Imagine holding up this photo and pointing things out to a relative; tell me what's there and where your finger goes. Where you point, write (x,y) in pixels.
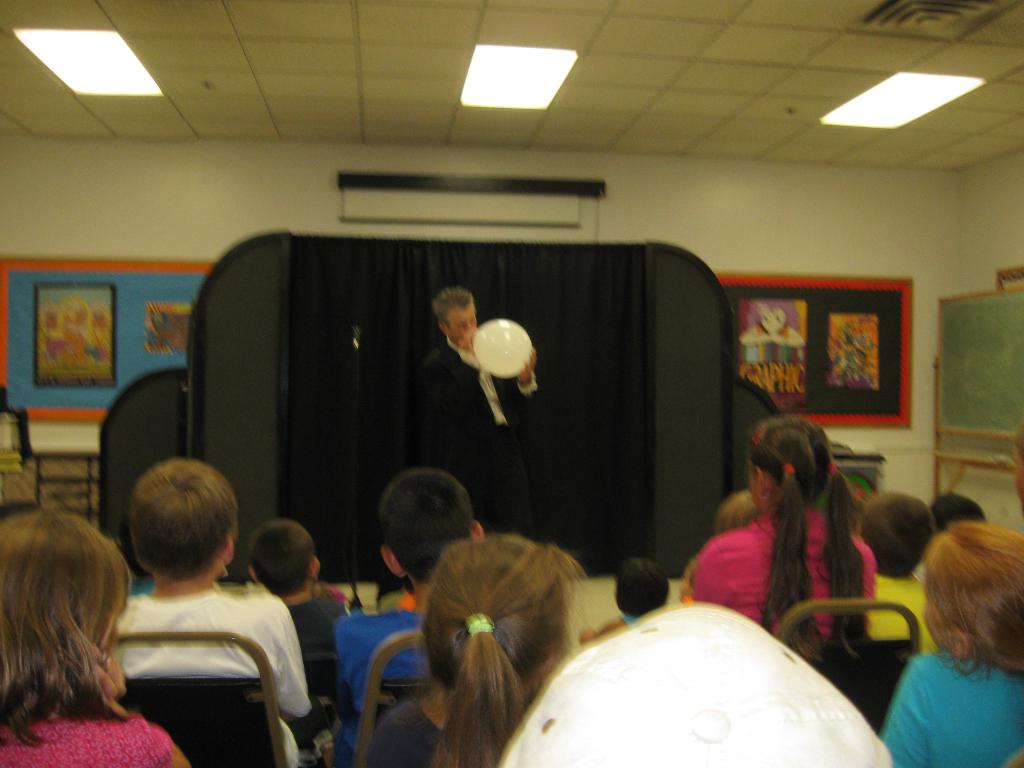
There are people (469,536) sitting in the foreground area of the image (563,614), there is a person (454,349) holding a balloon (479,360), posters (836,336), other objects (109,446) and lamps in the background (154,425).
